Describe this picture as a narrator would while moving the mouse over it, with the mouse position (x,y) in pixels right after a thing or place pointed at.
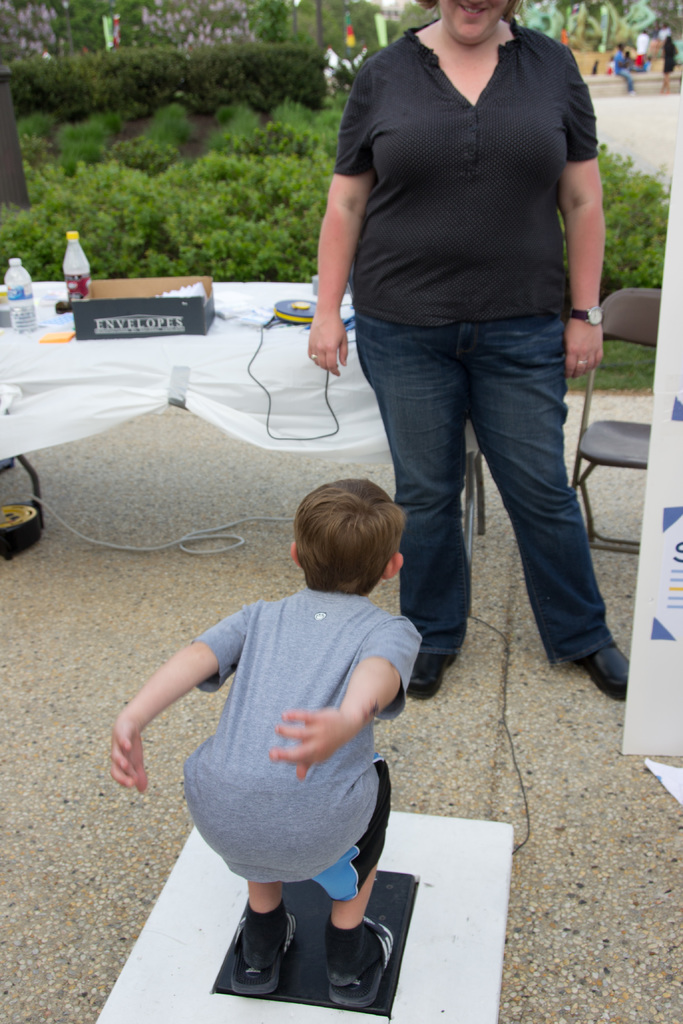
In this picture I can see a boy (349,965) standing on an object (420,825), there is a woman (503,27) standing, there are bottles (11,299), box (128,305) and some other objects (51,341) on the table (288,331), there is a chair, it looks like a board (677,635), there are plants (311,135), trees (318,17) and there are group of people (645,62).
